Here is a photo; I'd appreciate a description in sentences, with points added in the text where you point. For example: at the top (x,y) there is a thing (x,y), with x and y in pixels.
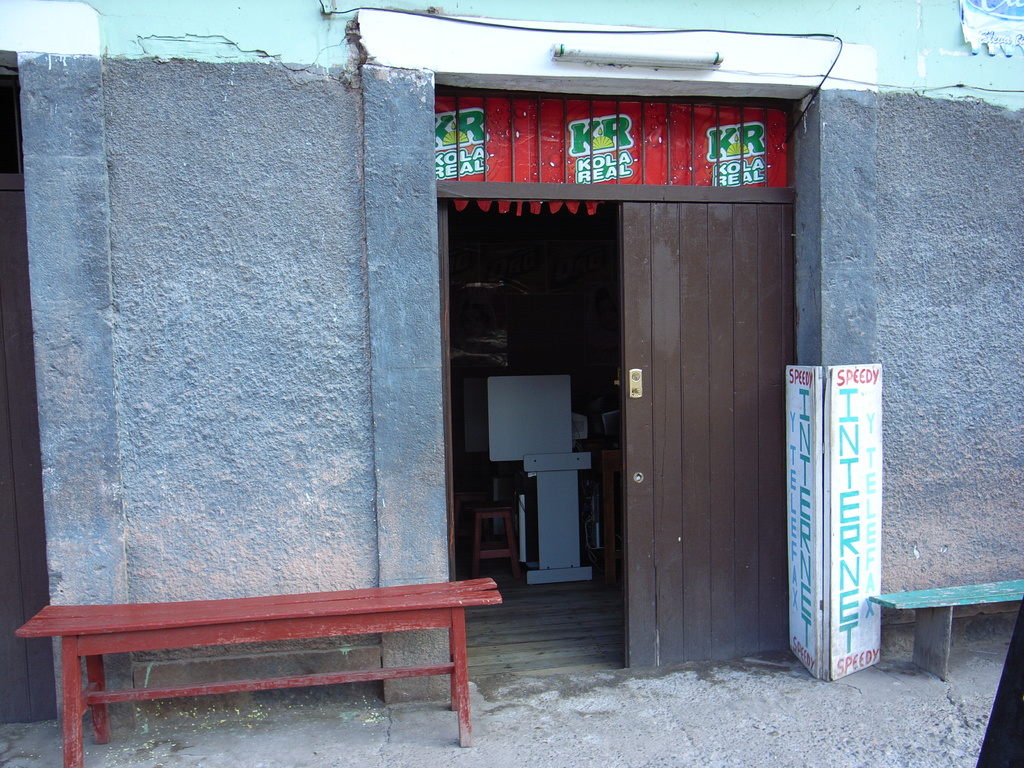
Here I can see a wall (249,432) along with the doors (695,294). In front of the wall (376,652) there are two benches (311,628) and a board (848,496). In the inside I can see a table (551,489), chair (503,512) and some other objects (494,347) in the dark.
